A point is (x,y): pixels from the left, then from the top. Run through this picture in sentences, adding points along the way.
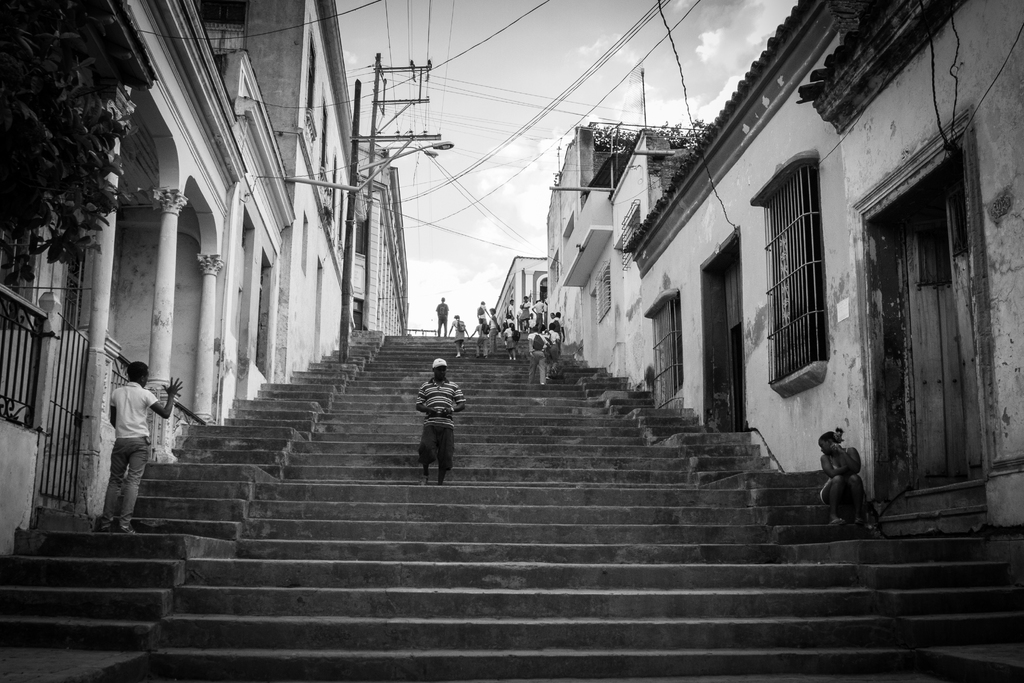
In this image there are persons (842,499) standing, walking and sitting and there are buildings (671,280), poles (356,162), wires (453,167), plants (25,144) and the sky (614,58) is cloudy.
